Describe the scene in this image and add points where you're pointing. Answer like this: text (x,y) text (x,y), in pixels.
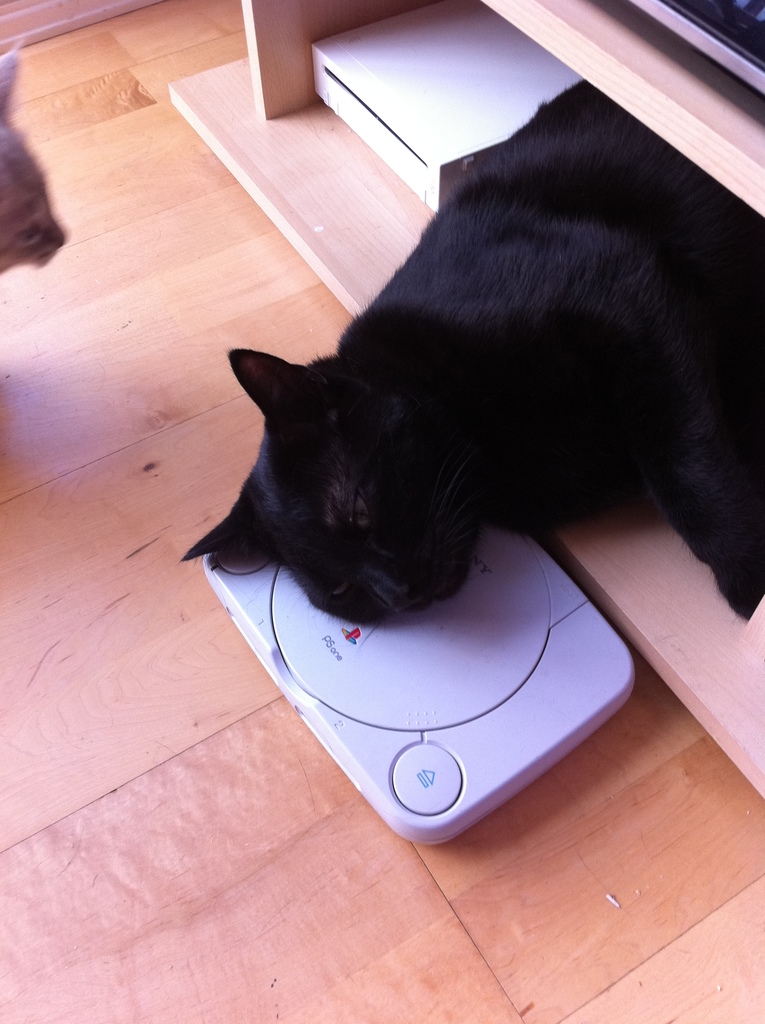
In this image I can see there is a black cat (472,227) sleeping and on the left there is a cat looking at someone and there is a machine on the ground (240,796).
